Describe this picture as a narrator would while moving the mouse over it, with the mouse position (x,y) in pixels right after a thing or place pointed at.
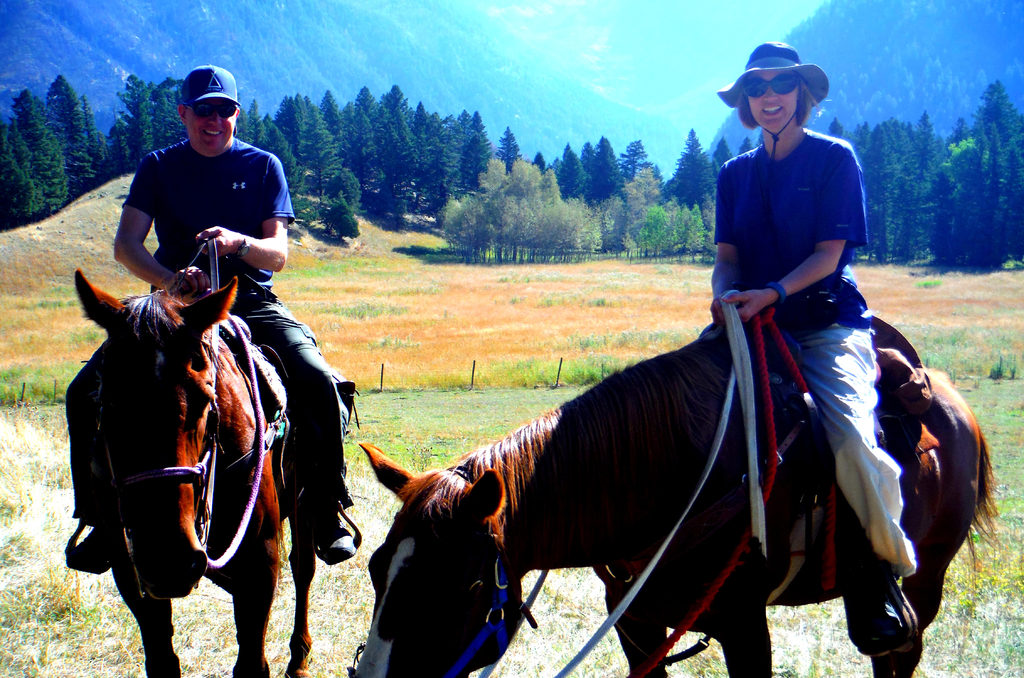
In this image we can see two persons (196,227) sitting on the horses (451,473), in the background (471,356), we can see some trees (497,232), grass (489,277), mountains (283,62) and the sky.
